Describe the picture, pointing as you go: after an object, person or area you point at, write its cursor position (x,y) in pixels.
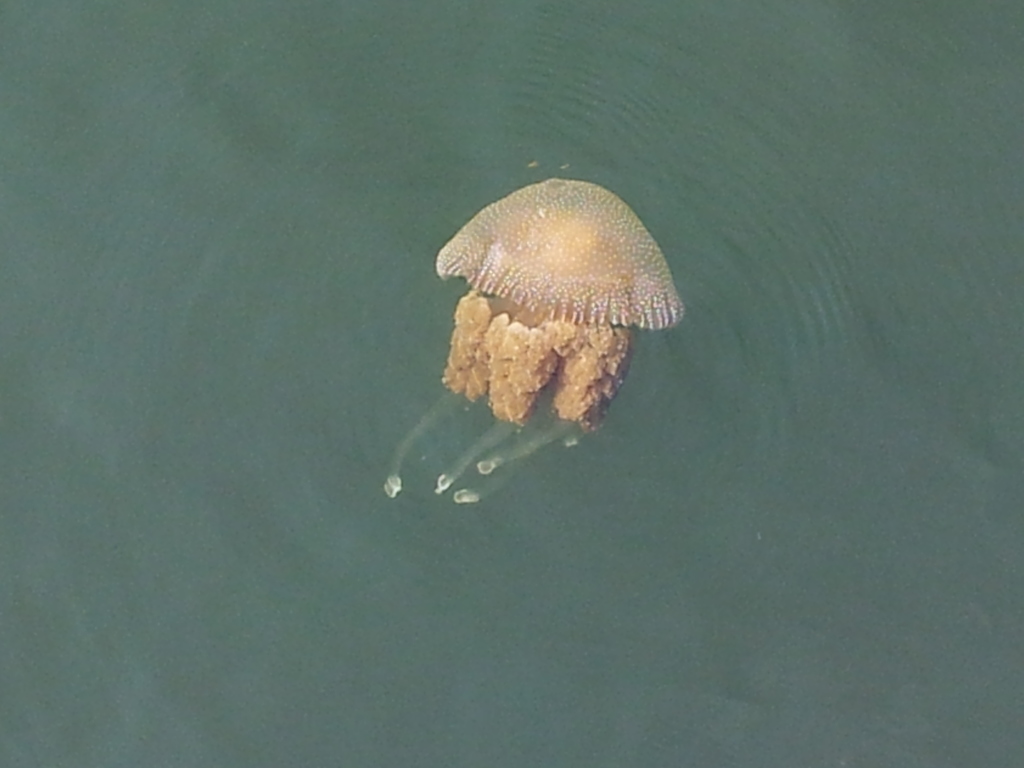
In this image I can see an aquatic animal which is in brown color in the water (366,610) and water (313,490) is in green color.
